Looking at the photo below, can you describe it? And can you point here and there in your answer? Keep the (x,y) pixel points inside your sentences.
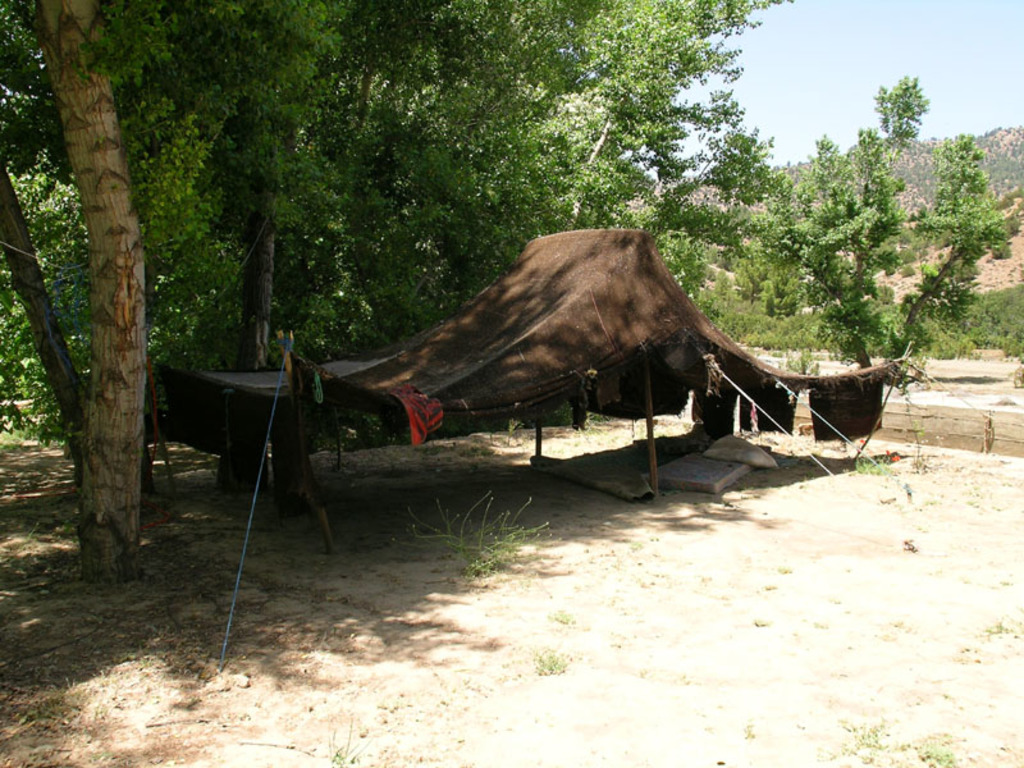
In this picture we can see a brown tent (167,425) built on the ground (500,593) surrounded by trees (514,210) and plants (899,143).
